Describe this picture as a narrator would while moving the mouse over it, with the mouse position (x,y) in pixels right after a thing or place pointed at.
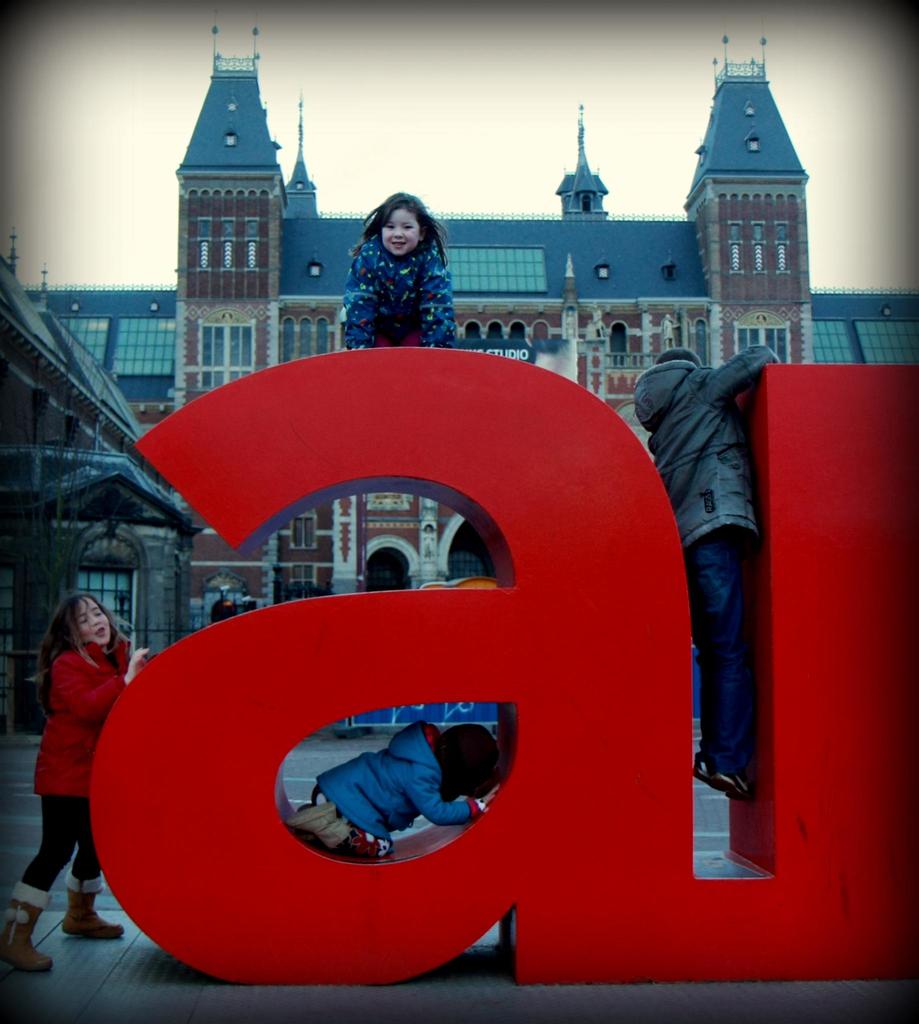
In this image there are letter blocks (269,636) in the middle (583,658). There are kids (712,523) playing with the letter blocks (624,592) by climbing on it. On the left side (65,685) there is a girl (76,729) who is standing beside the letter block (132,723). In the background (152,287) there is a building (219,287). At the top (364,85) there is the sky (390,77). There is a girl (418,285) sitting on the top of the letter (380,351).
